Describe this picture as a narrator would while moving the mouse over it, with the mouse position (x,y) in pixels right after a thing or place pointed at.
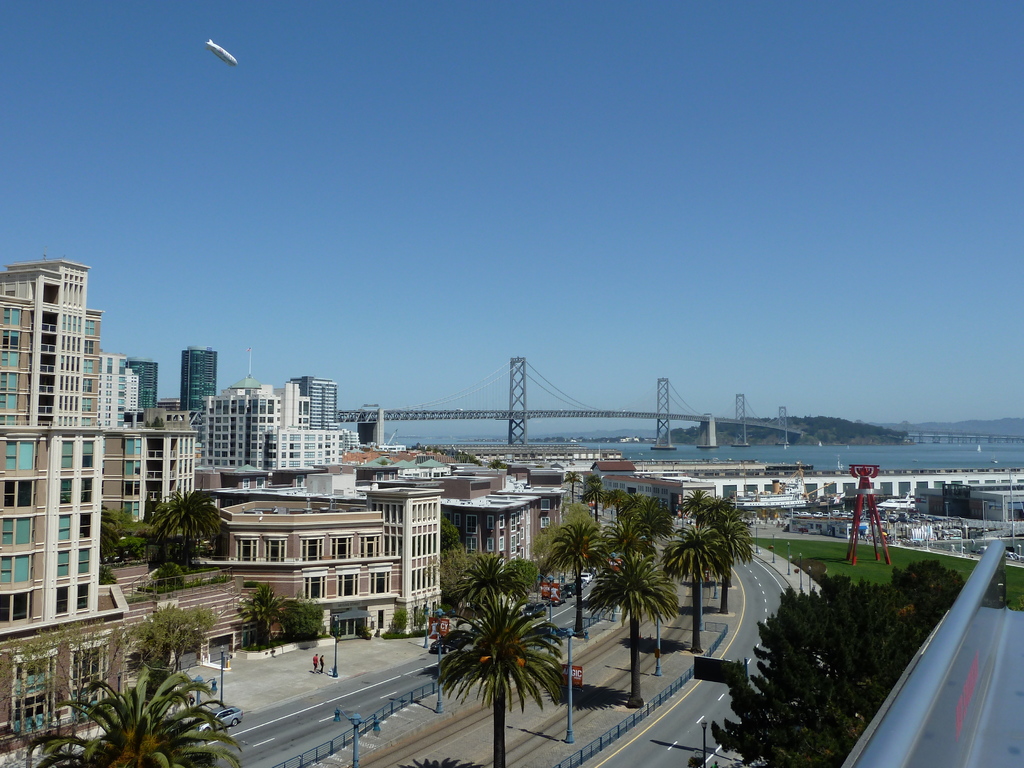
In this image there are few vehicles (532,614) on the road (348,700). Few persons (319,671) and few street lights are on the pavement (265,670). There are few trees (638,697) and poles (703,728) on the pavement (621,671). There is a tower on the grassland (862,572). There is a bridge (705,438) on water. Behind there is a hill (802,429). Background (943,481) there are few buildings (588,455). Top of image (788,193) there is sky (624,197).
